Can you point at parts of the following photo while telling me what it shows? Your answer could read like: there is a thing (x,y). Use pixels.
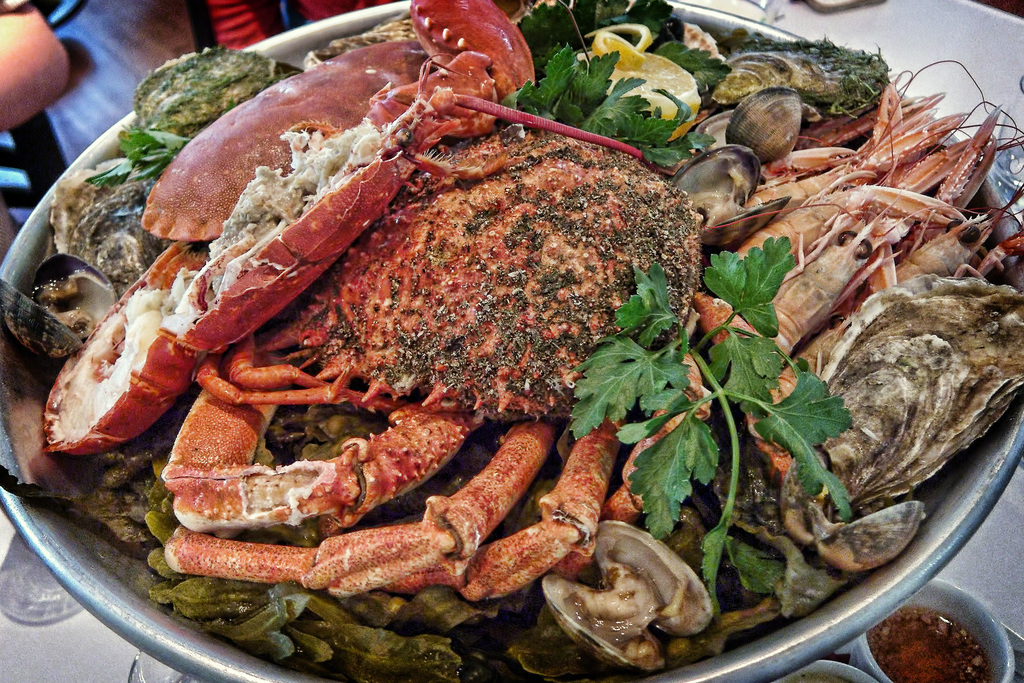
In this image, I can see a plate (117,590), which contains a crab (439,350), lobster (348,179), slice of a lemon (641,95), shrimps (863,257), leafy vegetables (600,99) and few other food items (928,427) in it. This plate (958,546), glass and few other things (888,661) are placed on the table (910,38).
